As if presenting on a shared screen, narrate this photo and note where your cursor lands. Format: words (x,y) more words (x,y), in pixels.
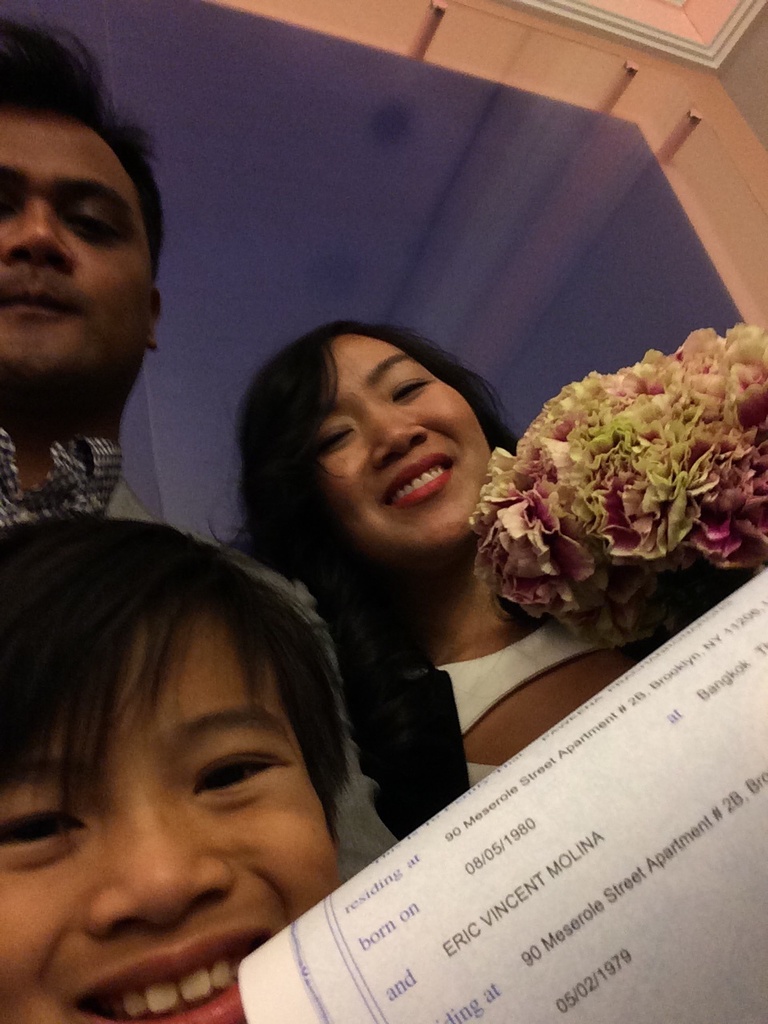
In this Image I can see three people (206,590) with different color dresses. I can see one person (467,625) holding the flowers (565,552). And I can see the white color paper (421,900) and something is written on it. In the back (488,98) I can see these purple and brown color wall (439,206).
